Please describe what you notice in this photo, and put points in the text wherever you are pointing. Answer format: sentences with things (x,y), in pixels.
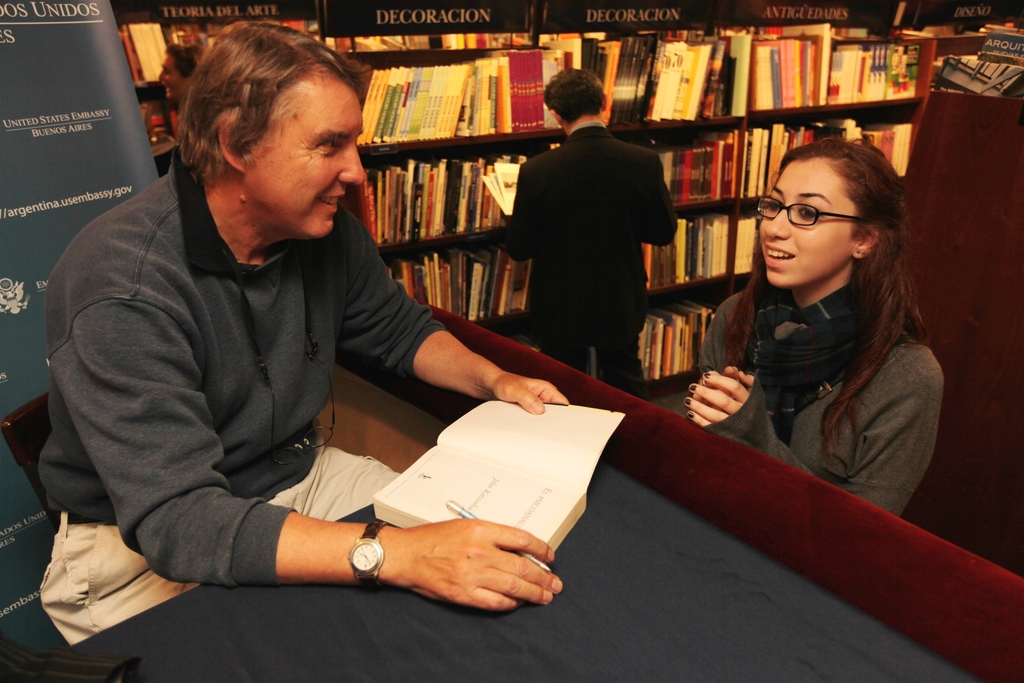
This picture is clicked inside the room (592,350). On the left (290,178) there is a person (279,182) sitting and holding a book (546,463). On the right (834,348) we can see the two persons (595,98) standing on the ground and we can see the table (821,589), banners (103,142) on which we can see the text (33,134). In the background (669,45) we can see the cabinets (508,24) containing many number of books (551,64) and we can see the text (423,17) on the cabinets (866,38).
